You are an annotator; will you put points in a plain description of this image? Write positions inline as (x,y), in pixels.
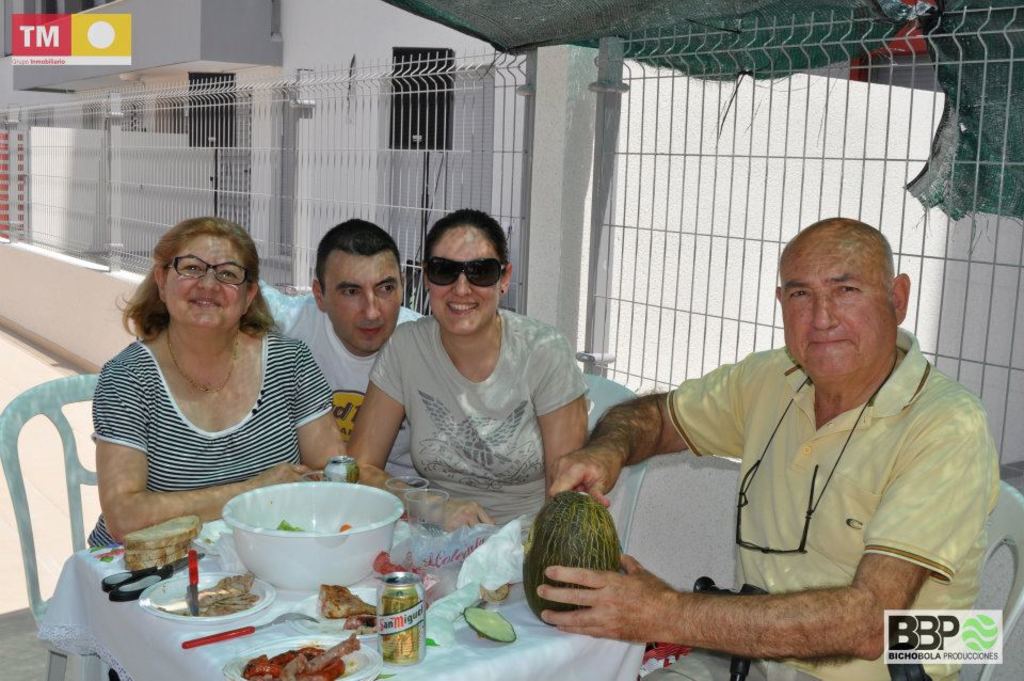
In this image we can see people (623,465) sitting, before them there is a table (344,642) and we can see a bowl (305,567), glasses (412,518), tins (342,479), plates (355,661), scissor (167,577), breads (155,559), knife (193,589), fork (215,642), napkins (508,554), food (226,581) and a fruit (570,560) placed on the table (509,668). In the background (660,260) there is a fence (298,125), tent (491,36) and a building (279,36).
